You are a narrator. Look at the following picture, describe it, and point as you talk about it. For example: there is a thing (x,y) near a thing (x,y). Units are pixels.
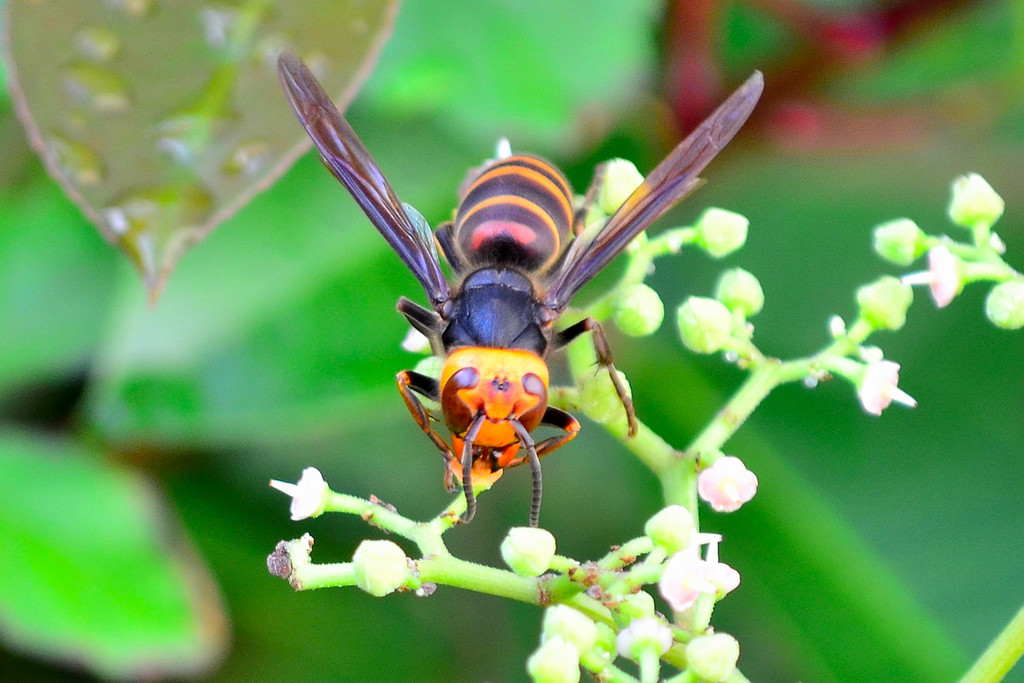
In the middle of this image (576,386), there is an insect (538,224) on a plant (719,439). On the top left (223,145), there are water drops (207,132) on a leaf (222,135). And the background (746,142) is blurred.
